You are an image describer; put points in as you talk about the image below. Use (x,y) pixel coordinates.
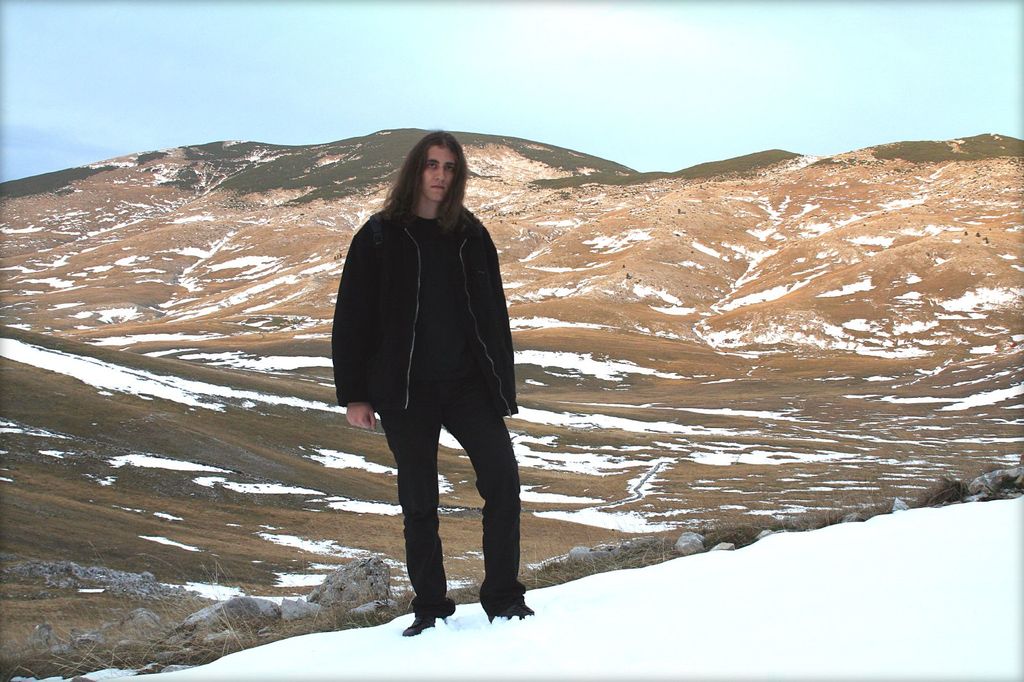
In the foreground (206,610) we can see rocks (260,600), plants (79,629), snow (925,553) and a person (421,357). In the middle of the picture (602,439) we can see hills (678,200) and snow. At the top (466,86) it is sky (518,36).
